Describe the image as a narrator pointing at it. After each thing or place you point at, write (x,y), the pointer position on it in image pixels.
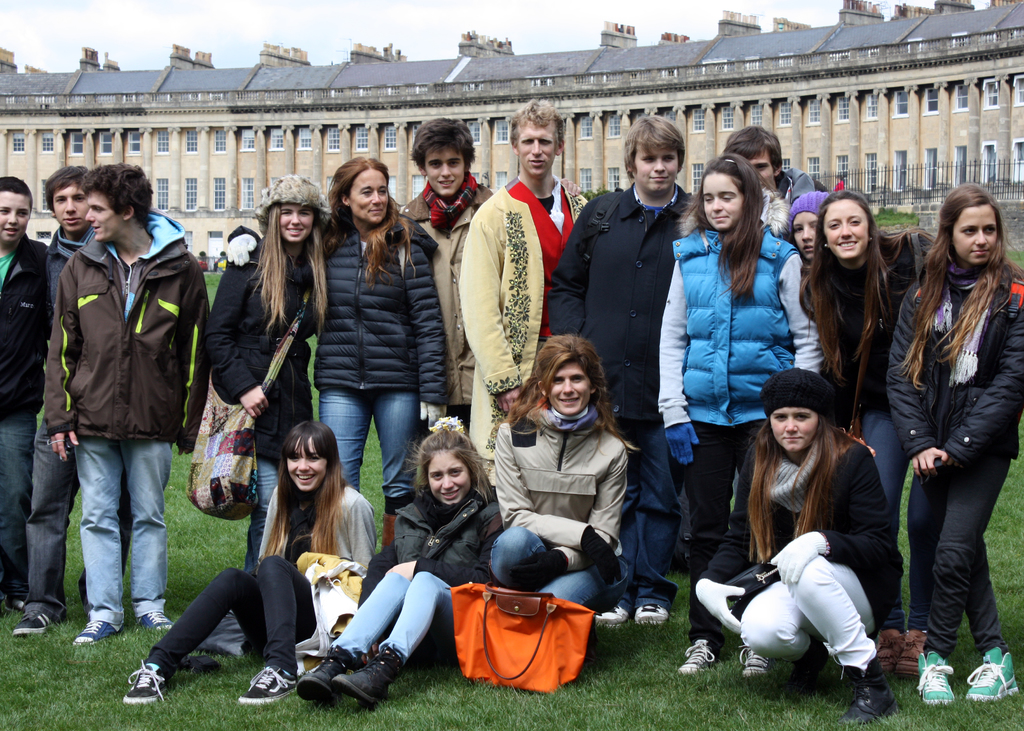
In this image I can see number of people (995,300) where few of them are sitting on ground (228,705) and rest all are standing. In the background (24,135) I can see a building (371,103) and a clear view of sky (157,18).
